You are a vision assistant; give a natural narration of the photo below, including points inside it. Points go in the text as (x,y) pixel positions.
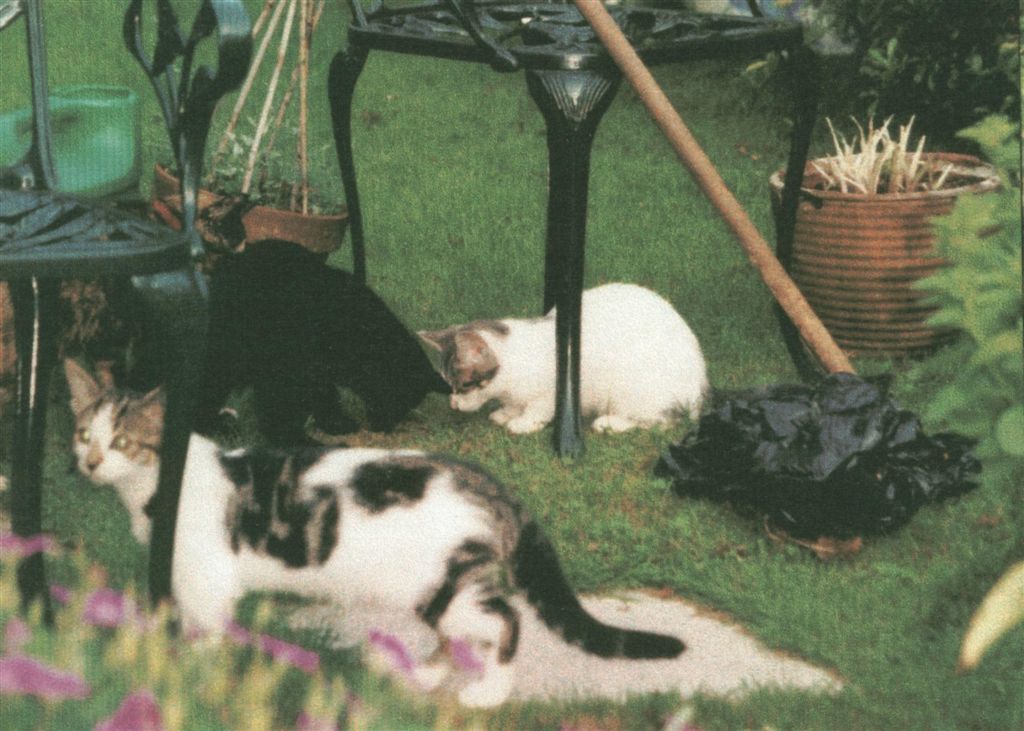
In this picture there are cats (545,399) on the grassland (429,289) in the center of the image (454,338) and there are chairs (161,575) in the image, there are plants (103,586) and a plant pot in the image.
